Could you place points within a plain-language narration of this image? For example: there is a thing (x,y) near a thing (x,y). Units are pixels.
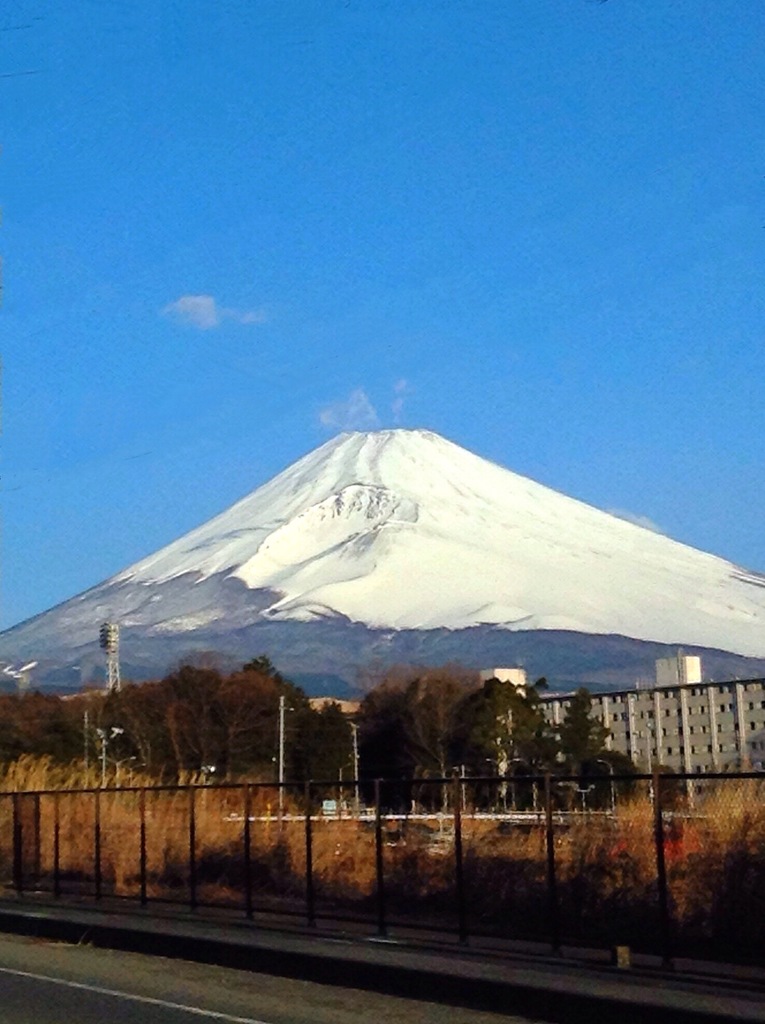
This picture is clicked outside. In the foreground (114,1019) we can see the ground (163,951), grass (683,831), plants (165,817), trees (458,772), metal rods (657,796), mesh (3,869), buildings (719,716) and some other objects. In the background (262,395) we can see the sky (282,403) and the hill (397,590).
